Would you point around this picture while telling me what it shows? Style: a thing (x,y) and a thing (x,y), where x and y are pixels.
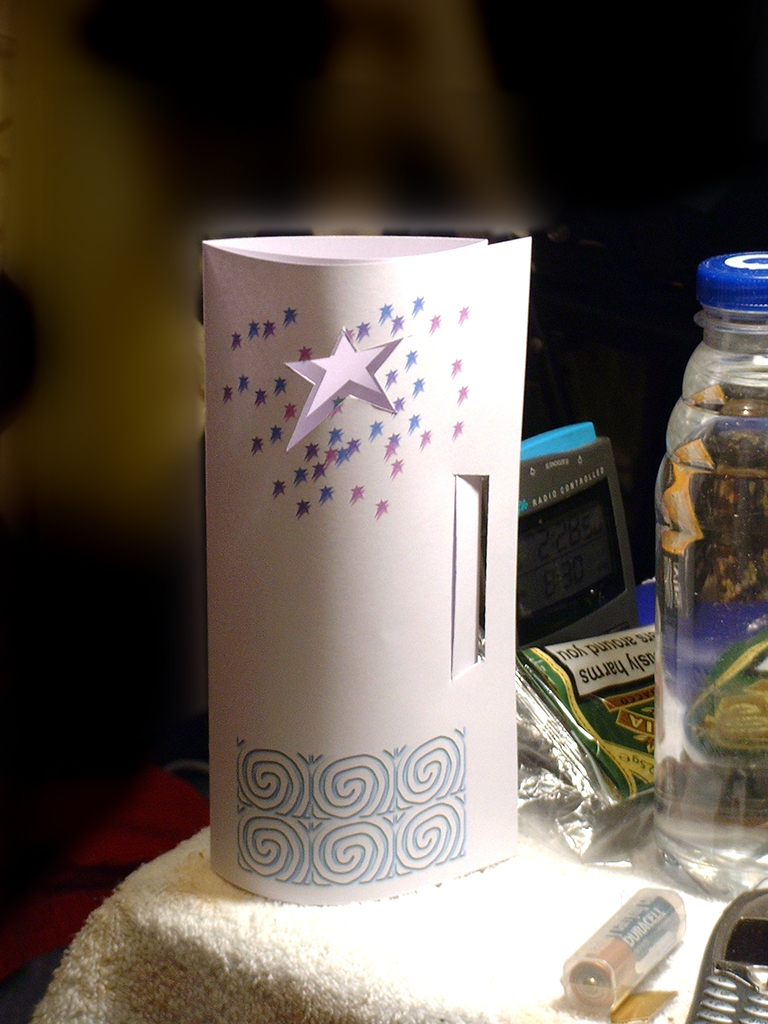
In this image I see a paper (443,242) which is decorated and there is a cover (630,842) beside to it, a bottle (678,850), a digital clock (573,612), a battery (670,900) and a cell phone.
